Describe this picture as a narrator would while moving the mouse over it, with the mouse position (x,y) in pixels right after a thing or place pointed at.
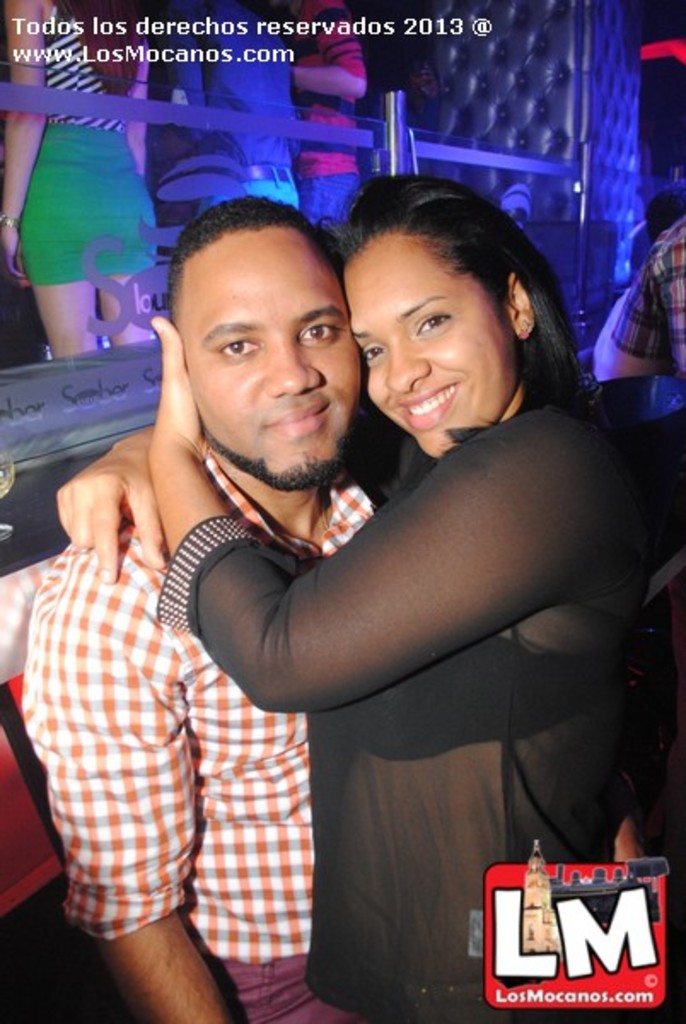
There are two persons (252,569) standing and holding each other and smiling. Background (646,278) we can see people (221,74). Top of the image (215,29) we can see text (253,21) and bottom right side of the image (489,978) we can see logo (641,968).
